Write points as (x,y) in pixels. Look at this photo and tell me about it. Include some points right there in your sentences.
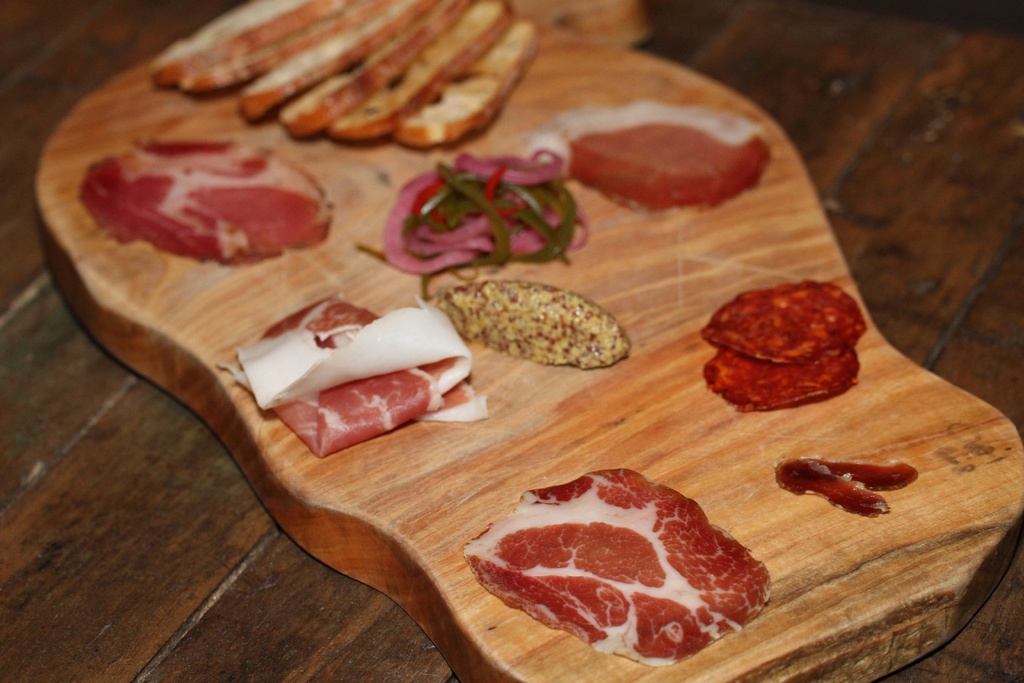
In this image in the front (647,513) there is food (698,504) on the wooden block (391,509) which is on the brown colour surface (133,554).
